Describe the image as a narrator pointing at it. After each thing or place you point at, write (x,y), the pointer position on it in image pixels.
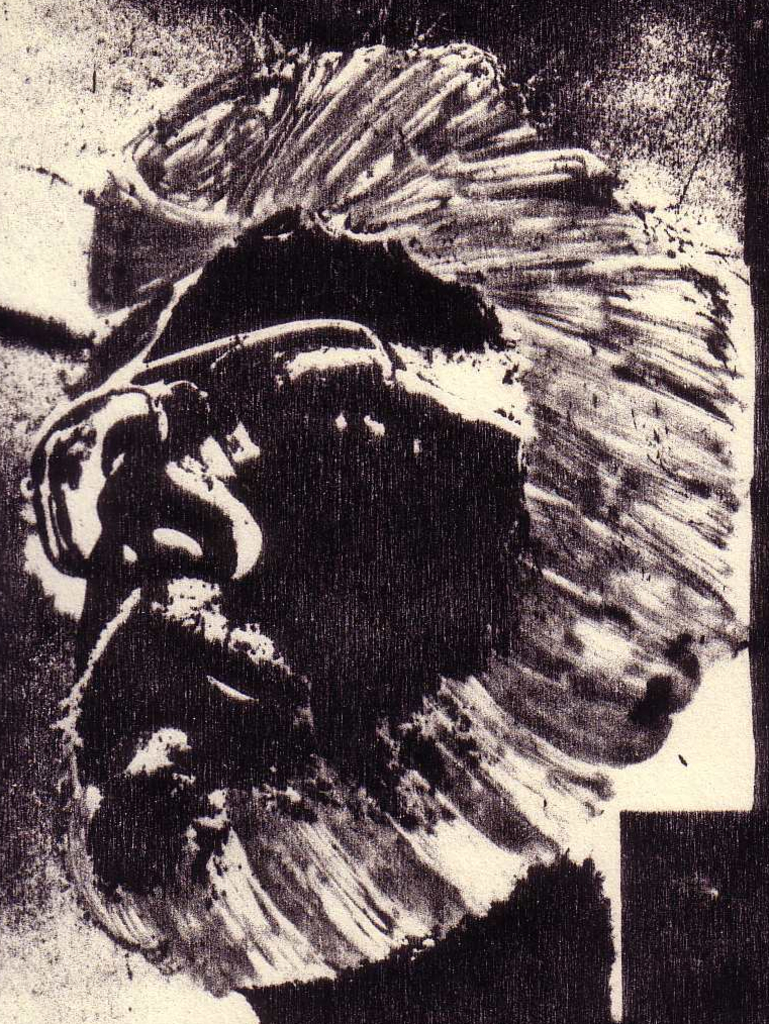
We can see a drawing (151,312) of a person face (201,316).
